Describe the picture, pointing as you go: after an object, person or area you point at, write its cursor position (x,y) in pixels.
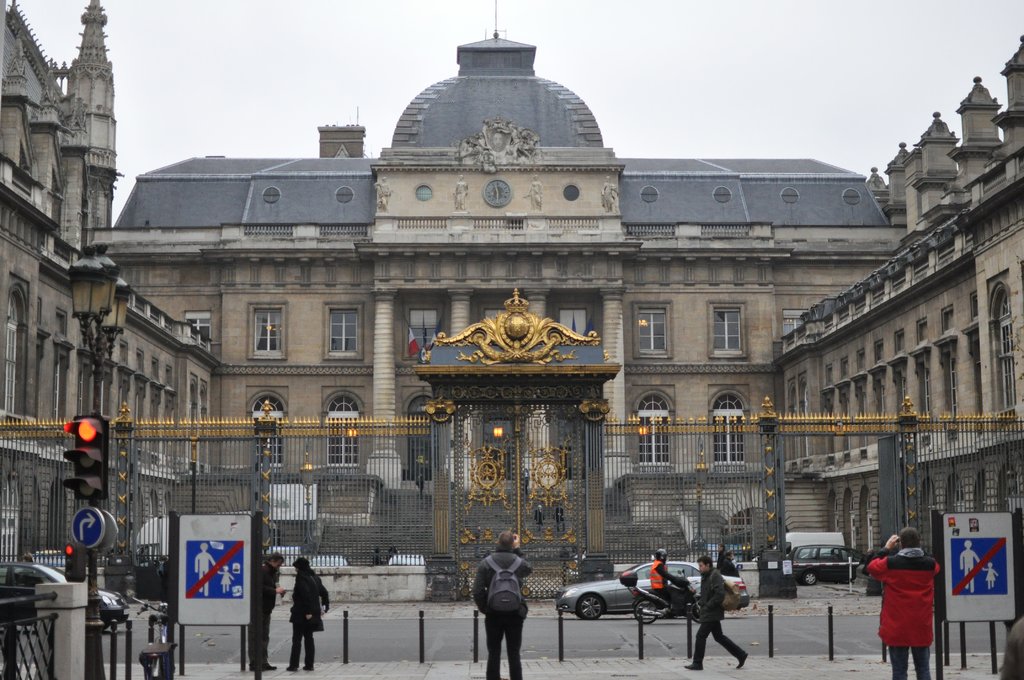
In the image there are few people (894,572) walking in the front (917,562) on the footpath (392,679) behind a fence (395,474), in the back (492,271) there is a palace (555,314) with vehicles (694,587) moving in front of it and above its sky (388,54).
